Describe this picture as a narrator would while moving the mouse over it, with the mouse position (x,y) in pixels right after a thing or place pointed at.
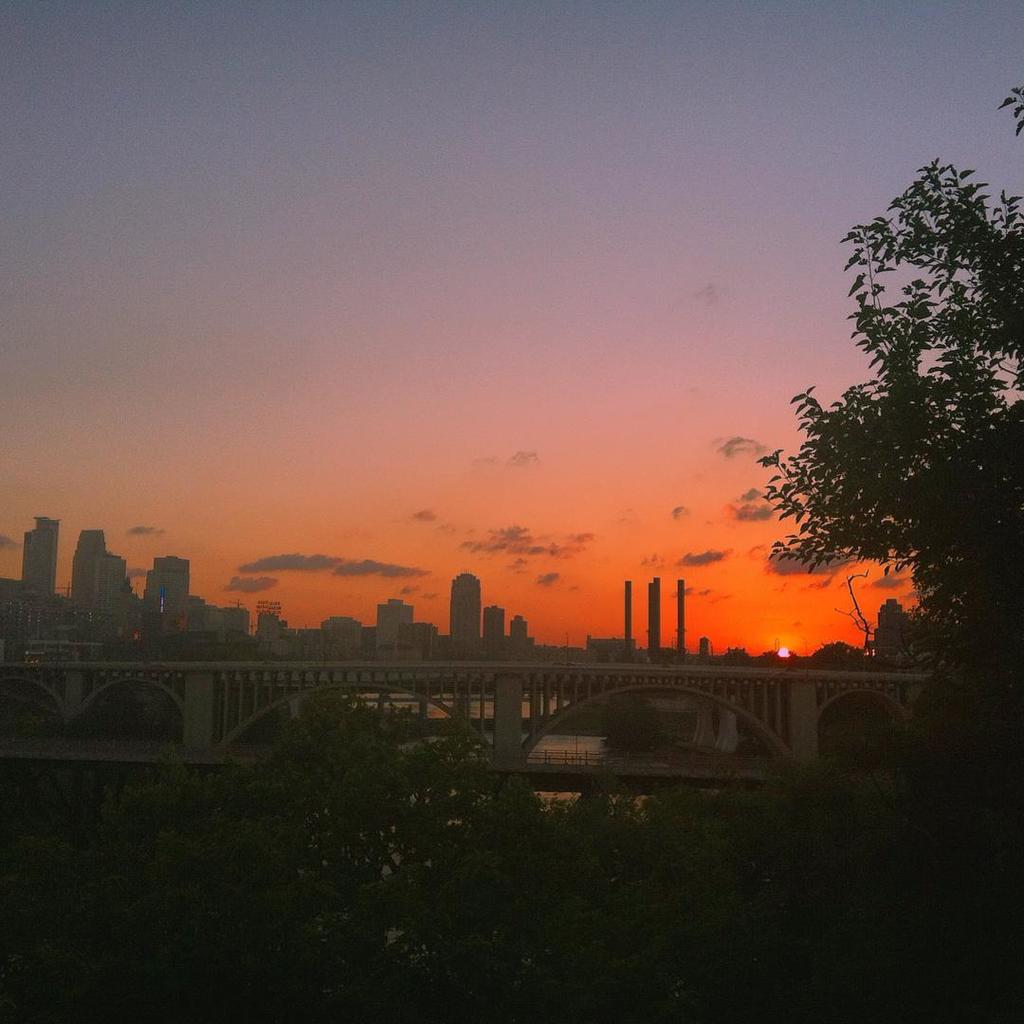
In this picture I can see a bridge (262,704), there is water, there are buildings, there are trees (990,230), and in the background (700,403) there is the sky (602,219).
